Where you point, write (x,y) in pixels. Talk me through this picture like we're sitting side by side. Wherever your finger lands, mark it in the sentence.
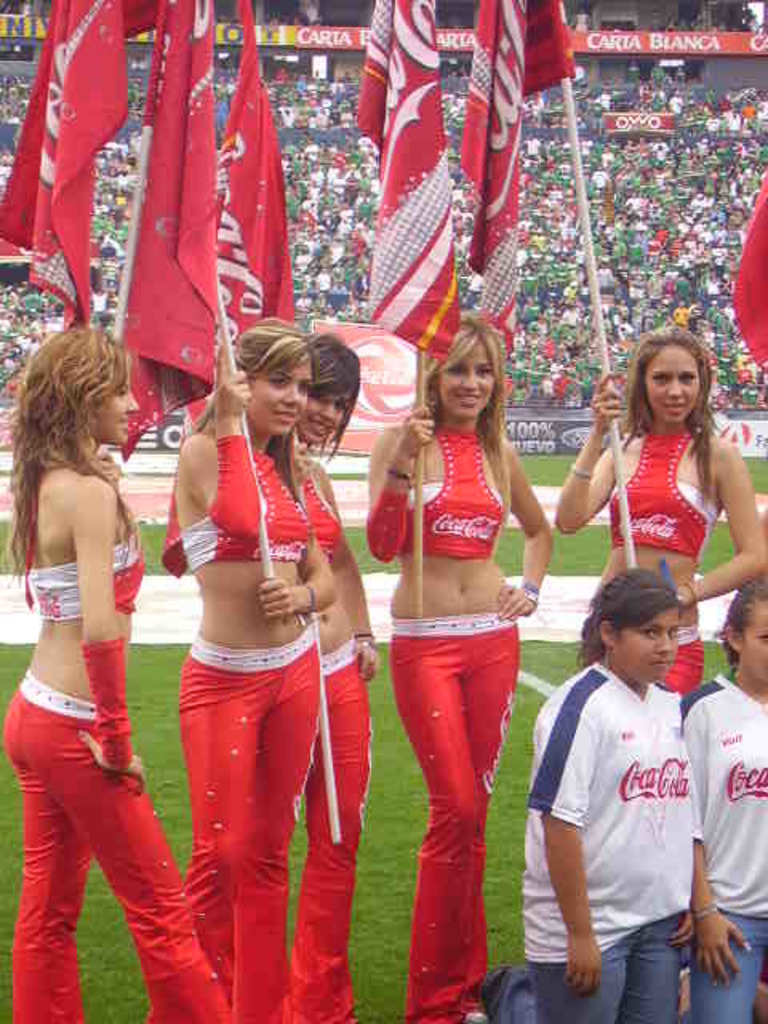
In this image there are cheer girls (475,545) standing on the ground (382,872) by holding the flags (277,170). In the background (695,220) there are so many spectators (646,137) sitting in the stand (703,172) and watching them. On the right side (628,824) bottom there are two girls (636,818) who are kneeling down on the ground (505,531).
